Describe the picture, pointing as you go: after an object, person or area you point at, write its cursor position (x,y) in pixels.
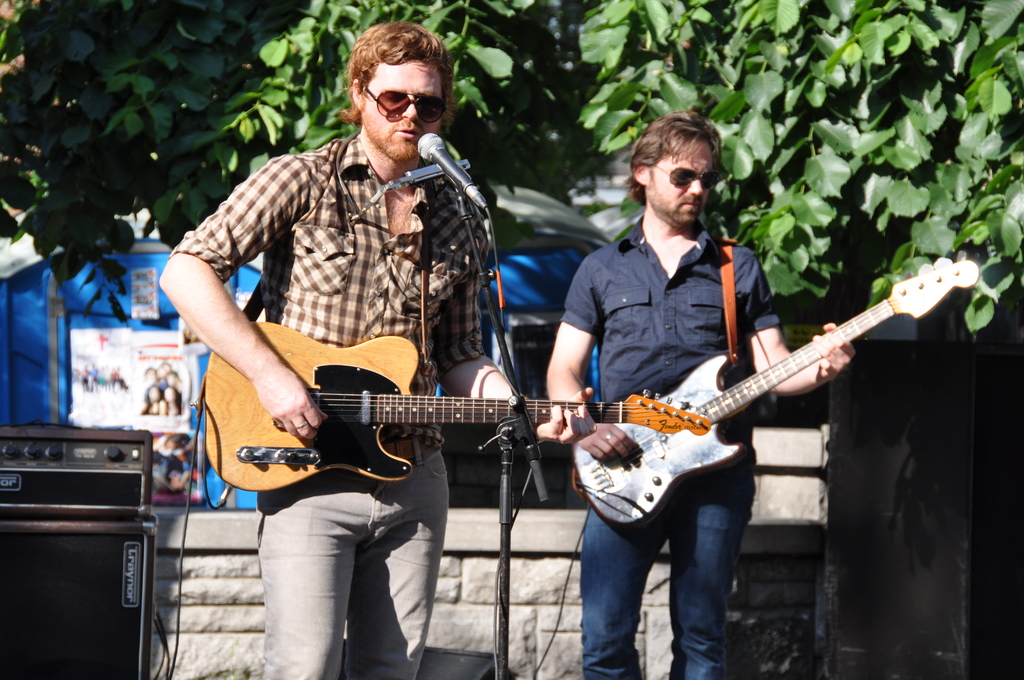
In this image In the middle (421,447) there is a man (340,290) he wears check shirt (366,279) and trouser (345,552) he is playing guitar (341,431) in front of him there is a mic (473,199). On the right (711,331) there is a man (682,341) he wears shirt (611,302) and trouser (601,590) he is playing guitar (677,435). In the background (731,95) there are trees (193,80), tent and speakers (147,565).
